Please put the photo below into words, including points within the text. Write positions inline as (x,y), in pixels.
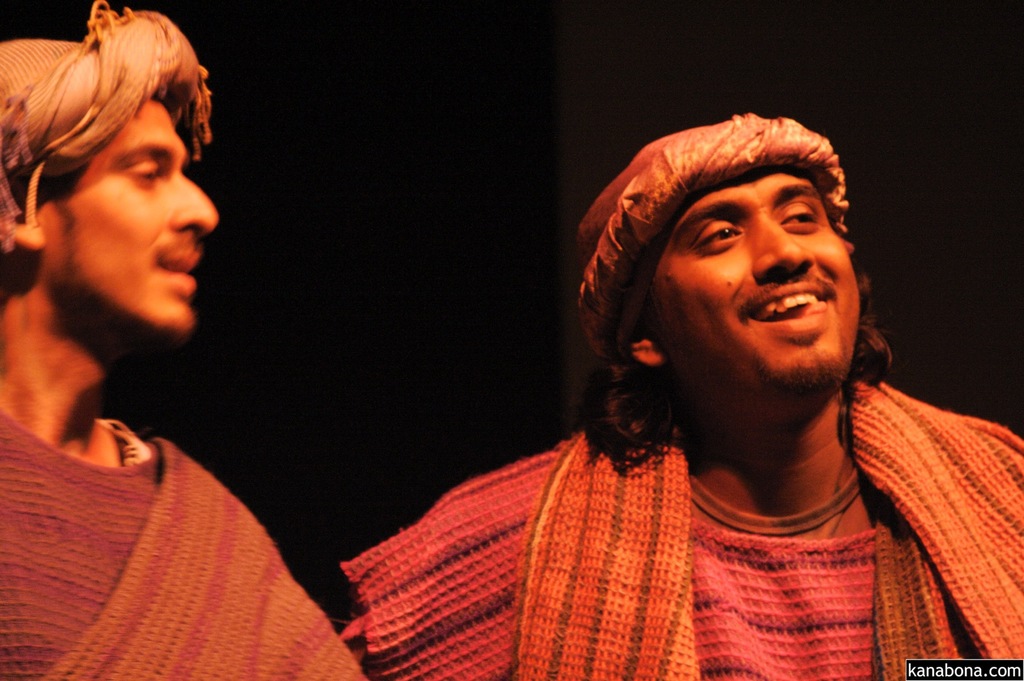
In this picture I can observe two men (642,453). One of them is smiling. The background (398,99) is dark.
